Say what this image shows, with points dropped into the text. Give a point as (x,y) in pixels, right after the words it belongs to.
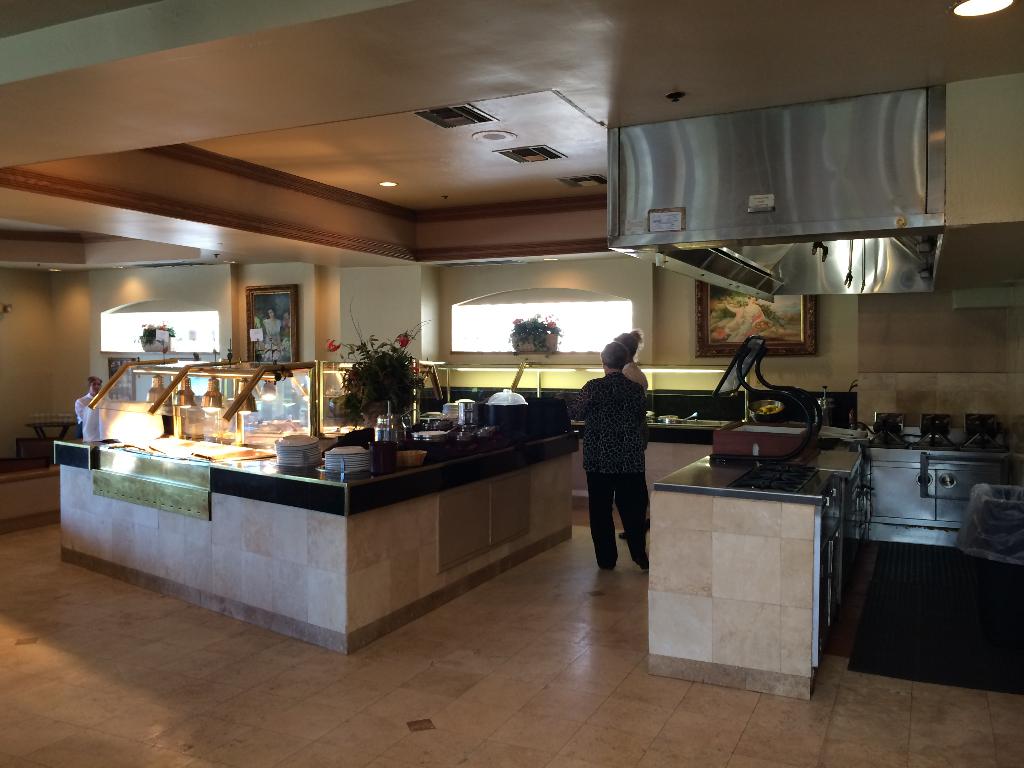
In the image we can see there are people (96,409) standing and wearing clothes (92,397). We can even see plates (332,457) and metal containers (425,429). We can even see plant pots (372,370). Here we can see stove (771,468), window (596,316) and the floor (565,661). It's looks like the kitchens (720,276).
